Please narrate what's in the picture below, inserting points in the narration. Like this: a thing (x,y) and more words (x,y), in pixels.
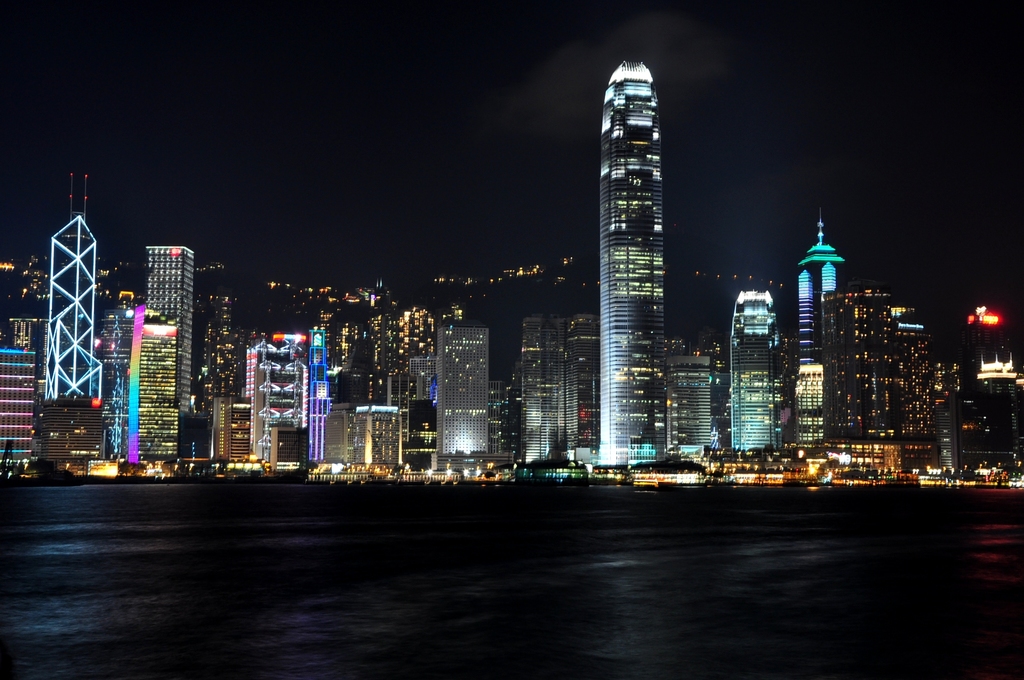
In this image we can see few buildings (431,325) with lights (405,335) and in front of the buildings (646,442) there is water (586,556).
